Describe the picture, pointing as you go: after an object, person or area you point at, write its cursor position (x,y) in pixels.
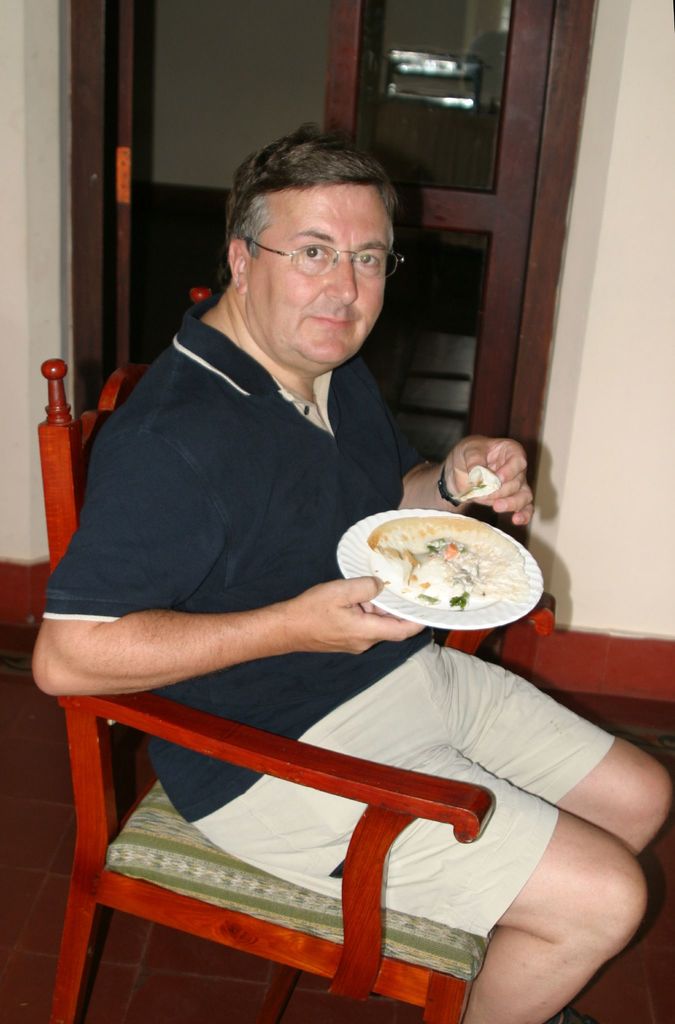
In this picture we can see man (272,468) wore spectacle (293,251) holding plate (350,568) in his hand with some food (419,527) sitting on chair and smiling and in background (249,60) we can see door (389,128), wall (593,191).
